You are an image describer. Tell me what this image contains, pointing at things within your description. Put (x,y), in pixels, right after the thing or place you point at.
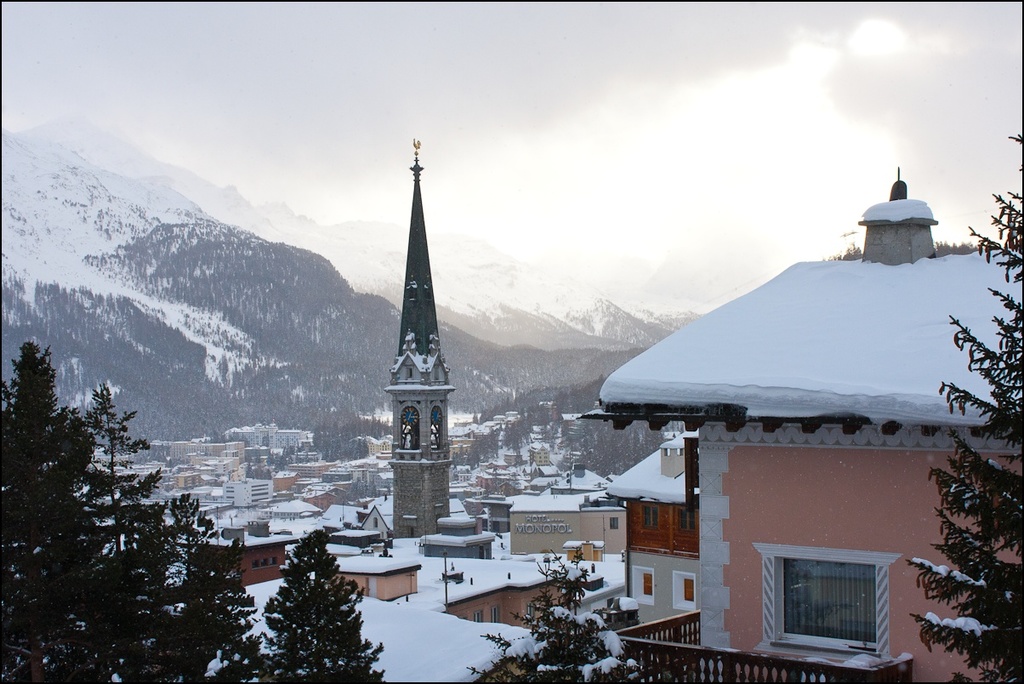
In the picture there are houses (649,386) covered with the snow (694,329), there are trees (208,545), beside there are mountains (373,302) covered with the snow (441,293), there is the sky (329,114).
